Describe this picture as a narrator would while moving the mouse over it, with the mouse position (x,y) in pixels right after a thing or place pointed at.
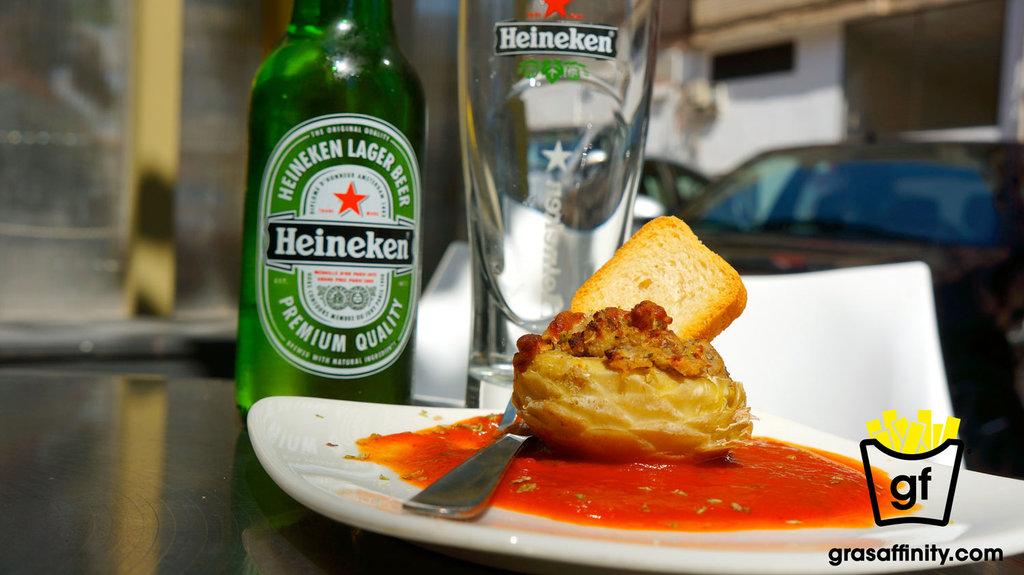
This food (727,384) is highlighted in this picture. On this table (185,512) there is a plate (345,512), spoon (439,489), bottle (347,269), glass (536,278) and food (614,394). Far there are vehicles (838,265). This is a building (808,118).
